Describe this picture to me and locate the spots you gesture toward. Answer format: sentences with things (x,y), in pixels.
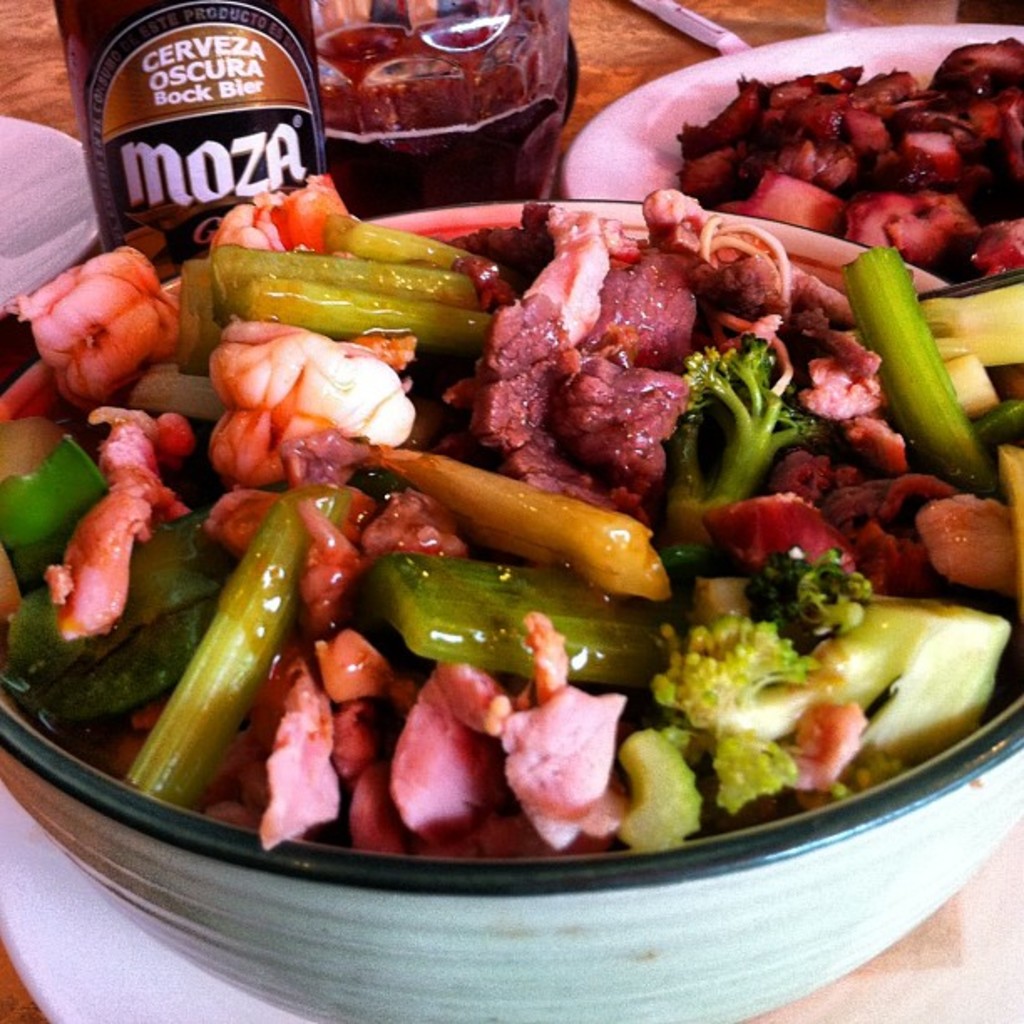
In this picture we can see food (567,442) in the bowl (545,453) and plate (708,203), beside the bowl (711,250) we can see a bottle (217,48) and a glass (532,119).
